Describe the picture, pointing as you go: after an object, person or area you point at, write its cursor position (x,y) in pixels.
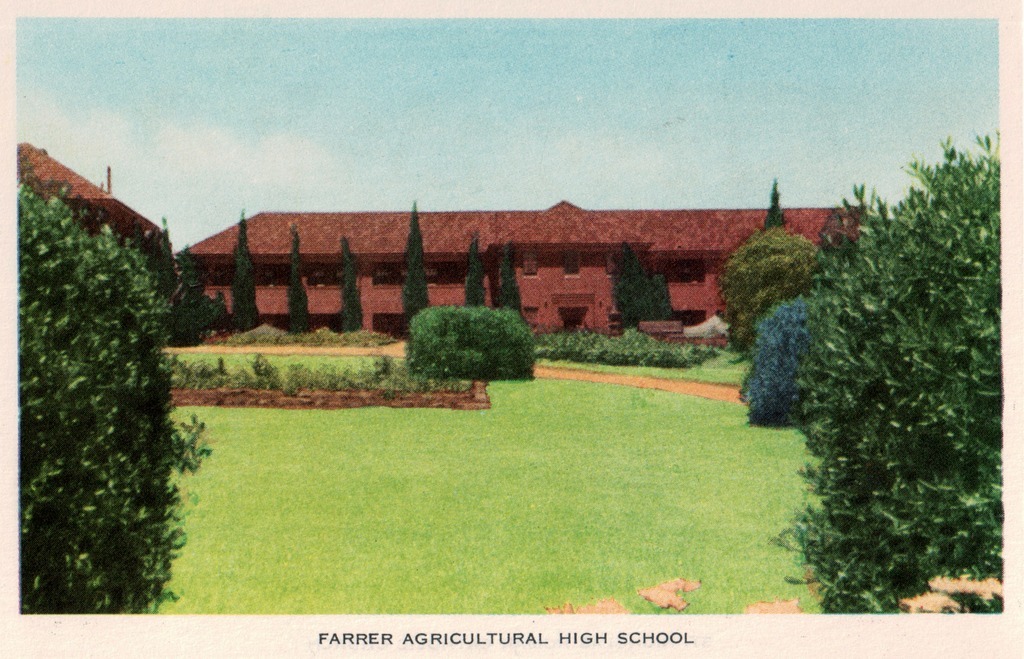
It looks like a paper (607,366), on the paper (417,374) we can see buildings (555,267), trees (899,335) and plants (584,353). Behind the buildings (447,270) there is the sky (329,21). On the paper (321,628) it is written something.
